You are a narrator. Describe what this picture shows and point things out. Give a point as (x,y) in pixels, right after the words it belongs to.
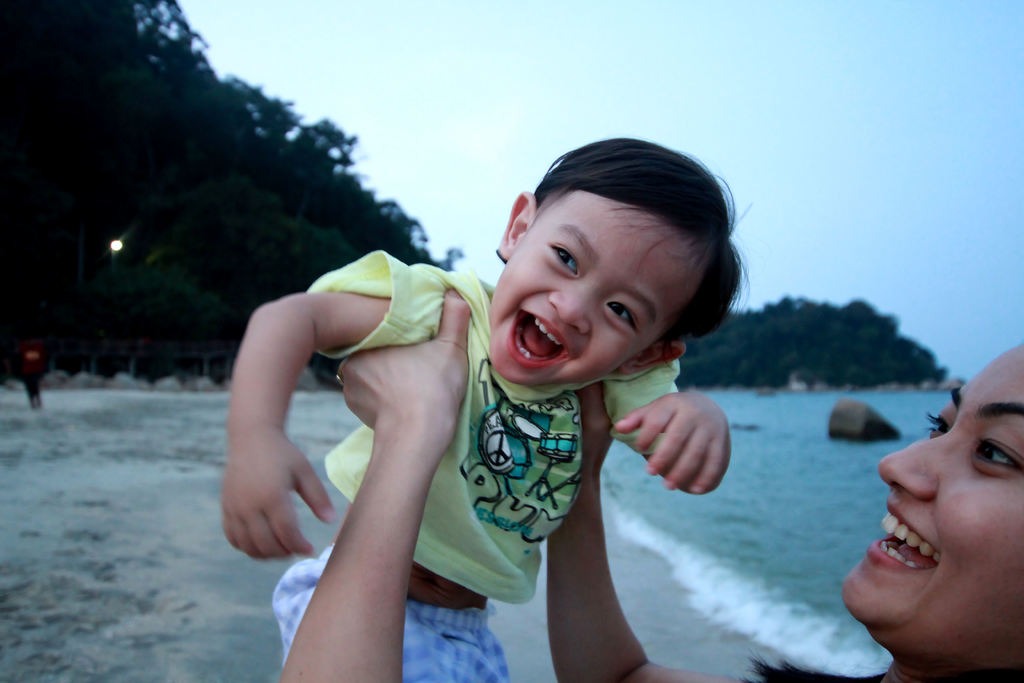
In this image, we can see a woman (937,559) is holding a kid (505,472). They both are smiling. Background (780,490) we can see the water (768,494), sand (111,651), trees (190,306), light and sky (518,182). On the left side of the image (33,363), we can see a person (35,376).
